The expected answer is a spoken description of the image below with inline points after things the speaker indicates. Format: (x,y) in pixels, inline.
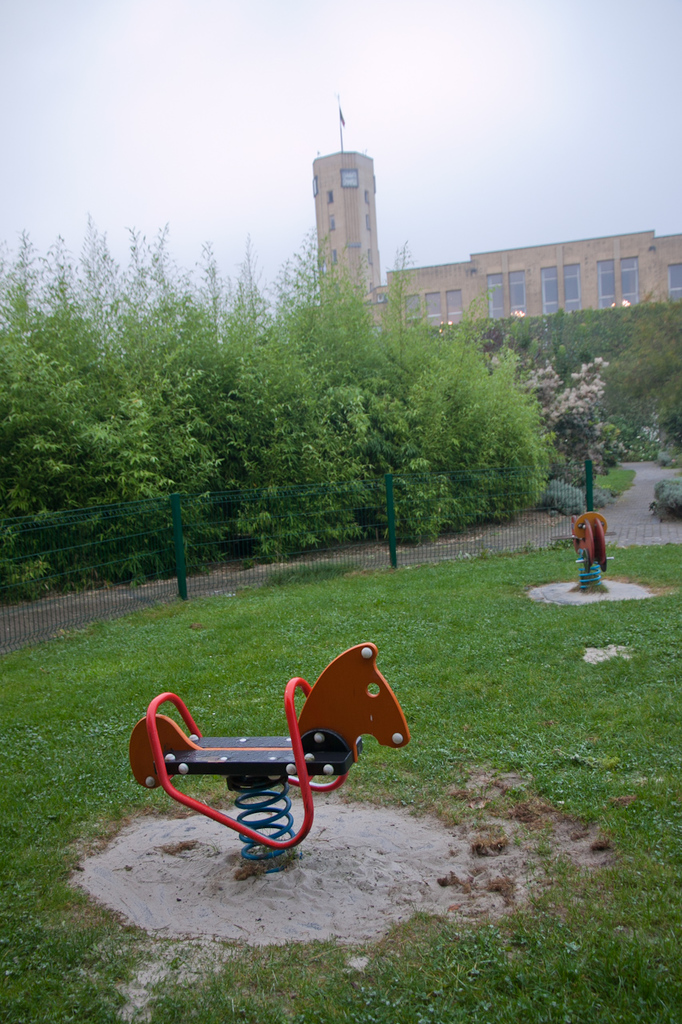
The picture might be taken in a playground (216,640). In the foreground (352,640) there are playthings (320,711), sand (523,838) and grass (113,675). In the center of the picture (315,420) there are trees (540,419) and flowers (566,389). In the background (495,279) there is a building (648,274), on the top of the building (368,264) there is a flag (344,123). At the top (339,90) sky (328,123).
